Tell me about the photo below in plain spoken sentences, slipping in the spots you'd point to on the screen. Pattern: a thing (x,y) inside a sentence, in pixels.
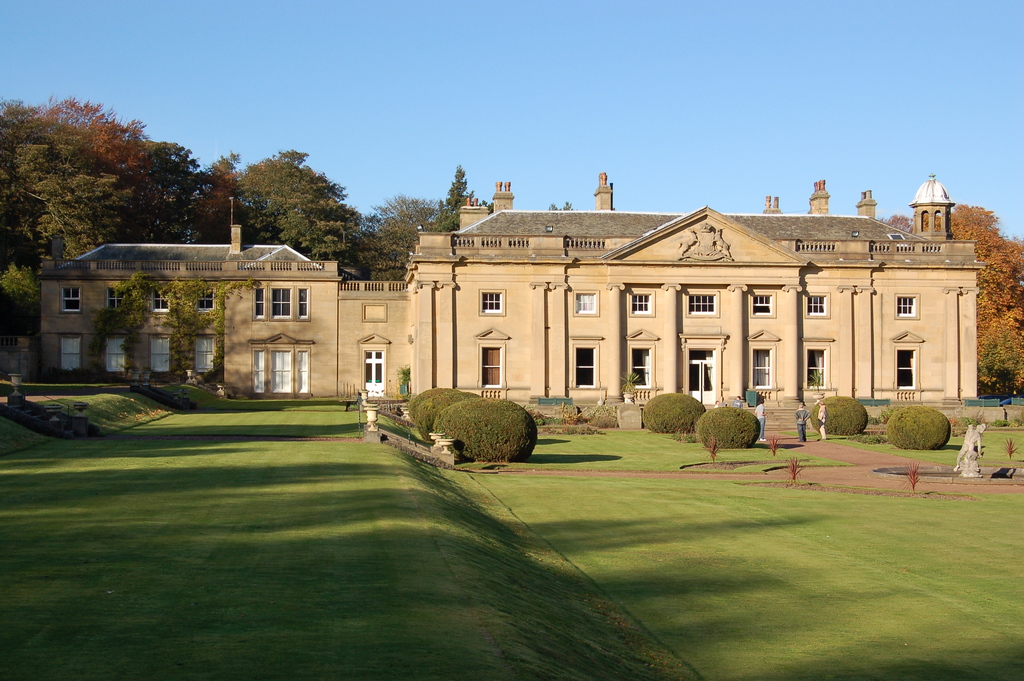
In this image it looks like a palace (630,275) in the middle (592,267). In front of the palace (594,385) there is a garden (678,521) in which there are bushes (500,420). At the top (597,53) there is the sky (596,75). Behind the palace (436,289) there are so many trees (217,191). At the bottom (604,620) there is grass (517,627).
